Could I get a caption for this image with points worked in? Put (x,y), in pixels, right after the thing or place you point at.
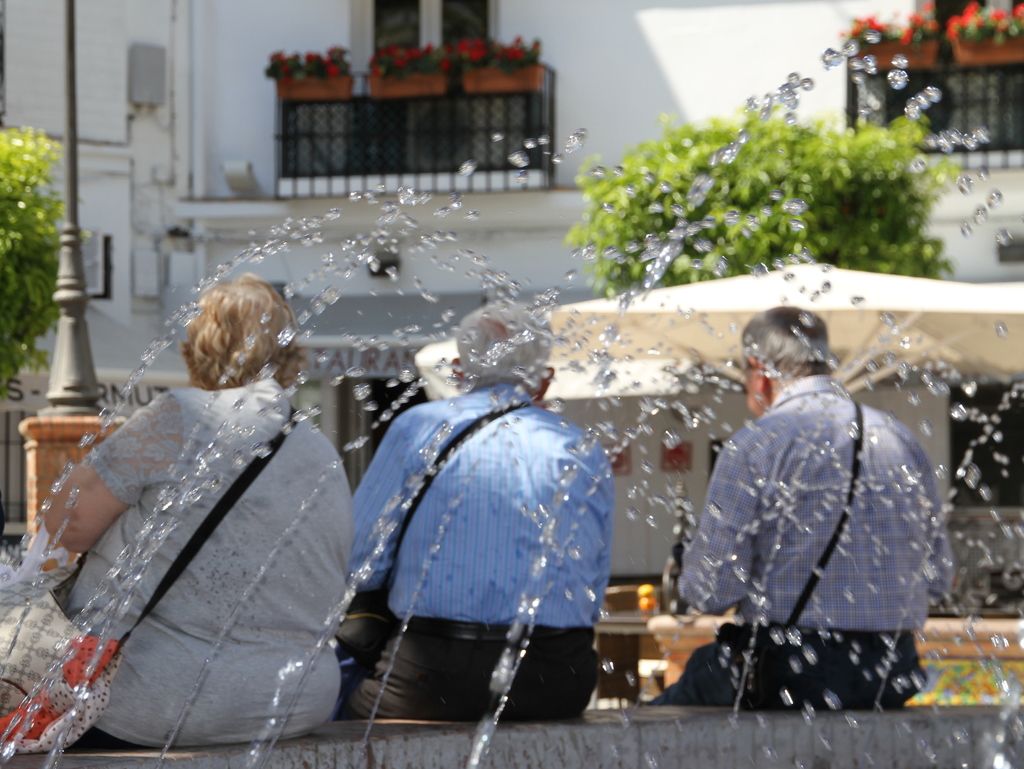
In the image we can see three people (452,463) sitting and they are facing back, they are wearing clothes (286,498) and carrying bags (387,593). Here we can see water drips (553,520), poles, plants (631,219), flower plants (918,27) and the background (437,77) is blurred.
